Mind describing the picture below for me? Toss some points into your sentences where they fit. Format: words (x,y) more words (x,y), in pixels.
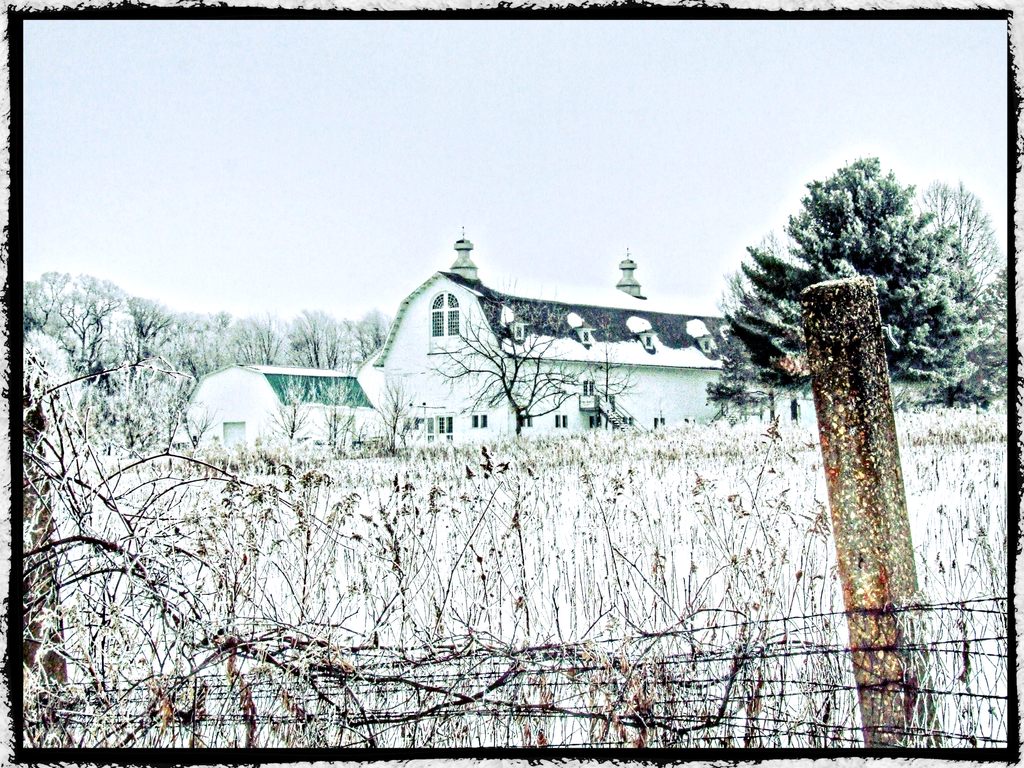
It is an edited image, there is a fencing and behind the fencing (39,605) there is a lot of snow (412,525) and in front of that there are two houses (406,357) and beside the houses (683,334) also there are some trees (739,309) and they are covered with a lot of snow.
